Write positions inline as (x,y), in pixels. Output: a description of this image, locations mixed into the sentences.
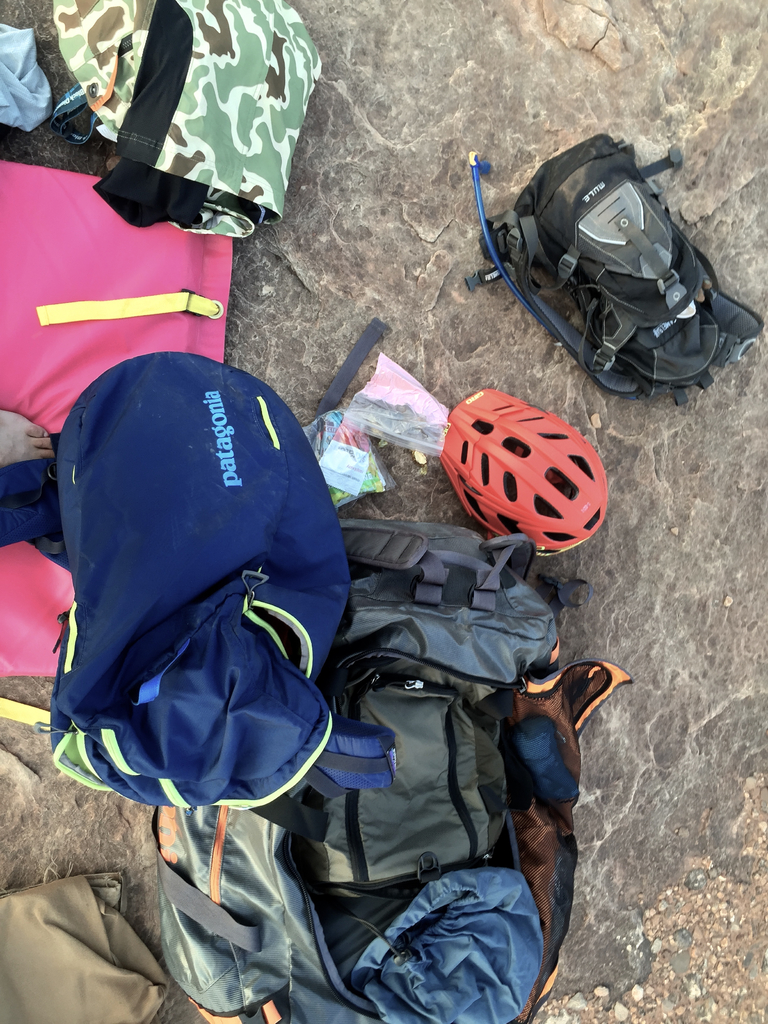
In this Image I see number of bags (482,638) and a helmet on the ground (717,106).
